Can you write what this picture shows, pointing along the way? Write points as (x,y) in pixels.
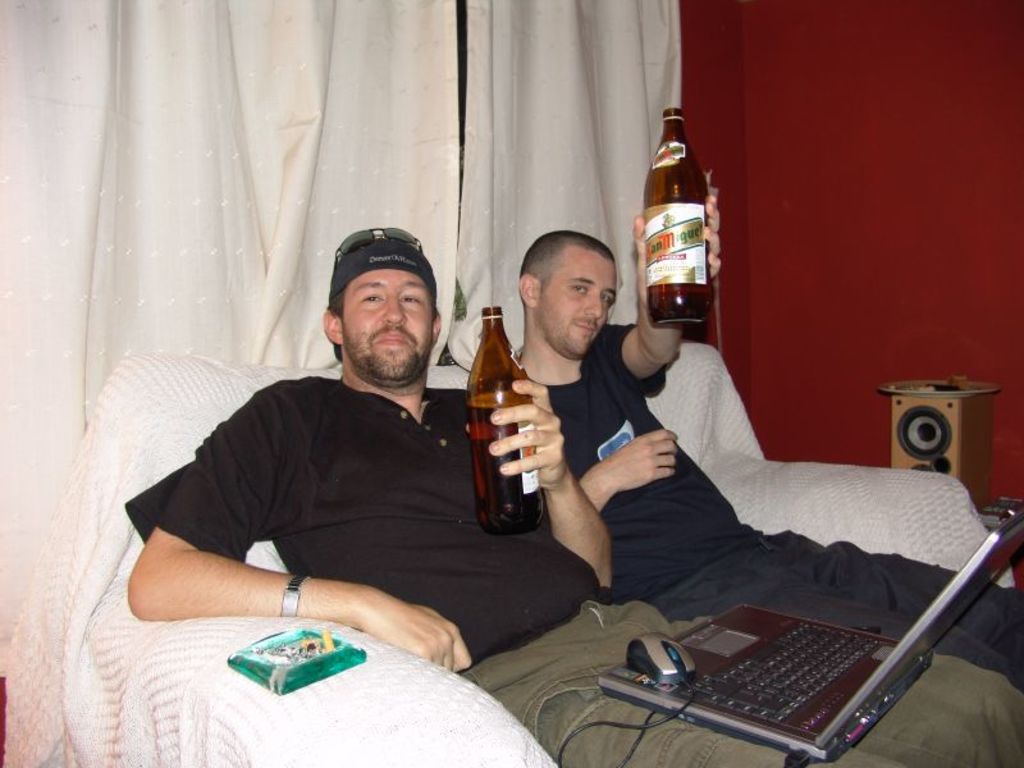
In this image in the center (562,423) there are two persons (457,505) who are sitting on a couch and they are holding bottles (657,267) in front of them there is one laptop (749,668) and mouse (678,648) is there. On the background (279,121) there are curtains (405,150) and on the right side (800,202) there is a wall (793,335).
